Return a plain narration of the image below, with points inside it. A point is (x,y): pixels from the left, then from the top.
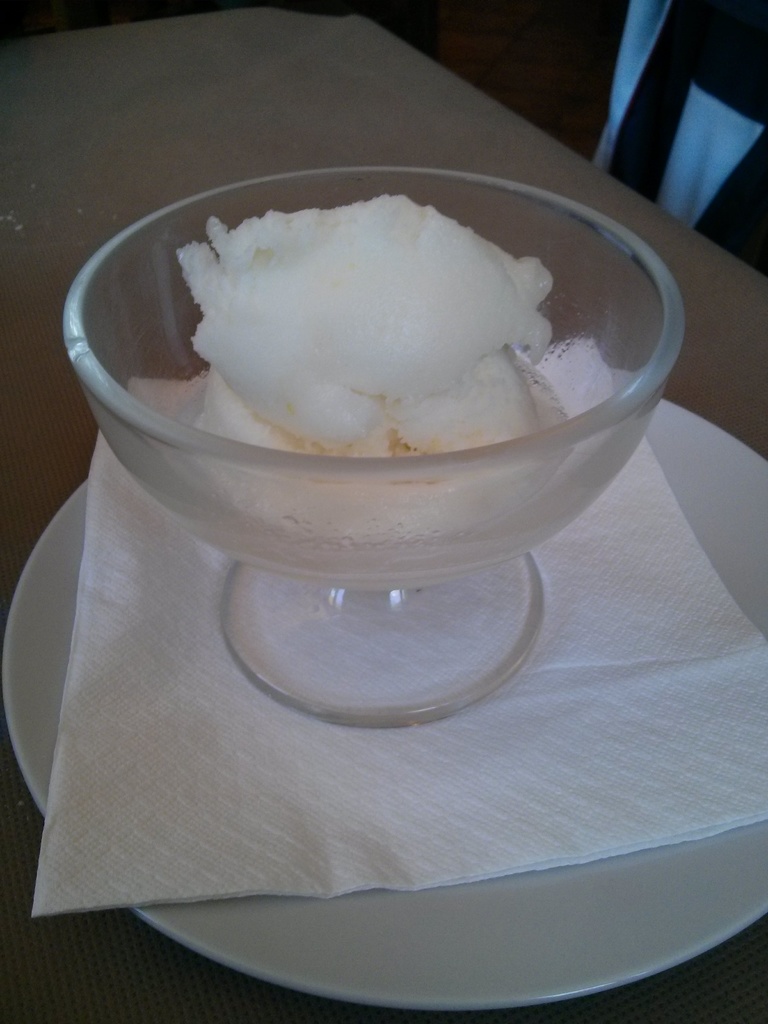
In this picture we can see food (346,360) in the bowl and this bowl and a tissue paper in the plate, here we can see this plate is on the platform (597,188).
